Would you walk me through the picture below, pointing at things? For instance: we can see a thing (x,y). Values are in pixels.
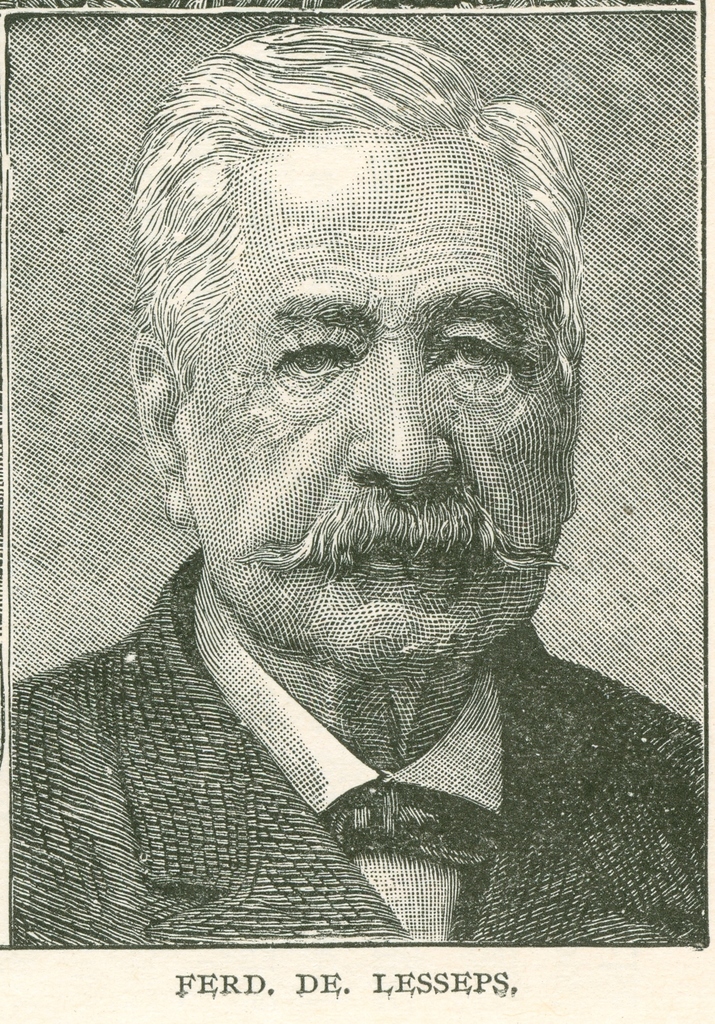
This image consists of a poster (350,545) with an image (384,527) of a man (351,429) and there is a text (418,989) on it.
